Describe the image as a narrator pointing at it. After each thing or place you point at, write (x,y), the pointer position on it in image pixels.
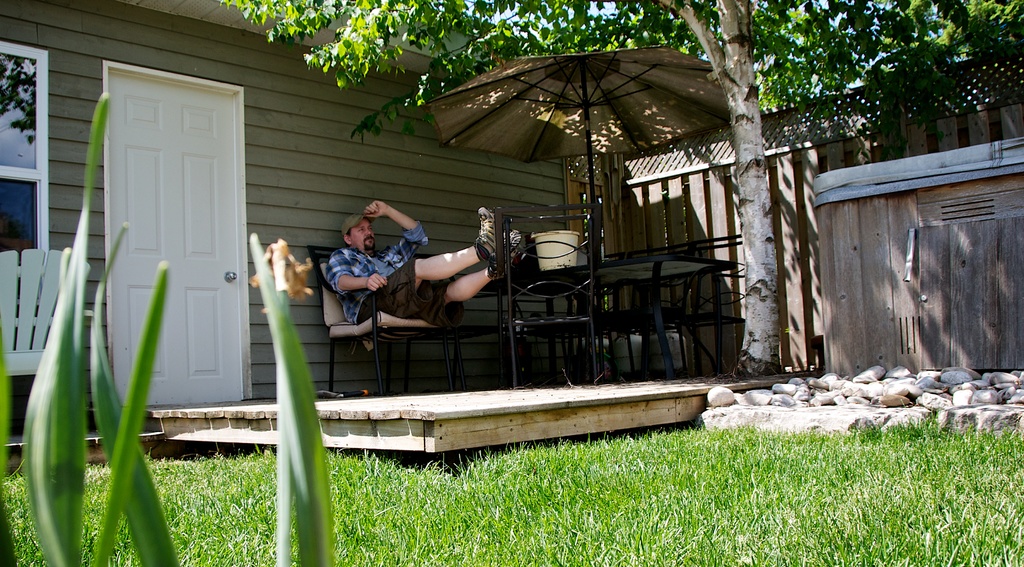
In this image we can see some plants (35,468), grass (416,484) and in the background of the image (451,285) there is a person (392,276) wearing blue color shirt (339,269), brown color short (414,304) sitting on chair (410,325) and there are some tables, wooden wall (323,220), door (190,146) and there are some stones (774,390).
